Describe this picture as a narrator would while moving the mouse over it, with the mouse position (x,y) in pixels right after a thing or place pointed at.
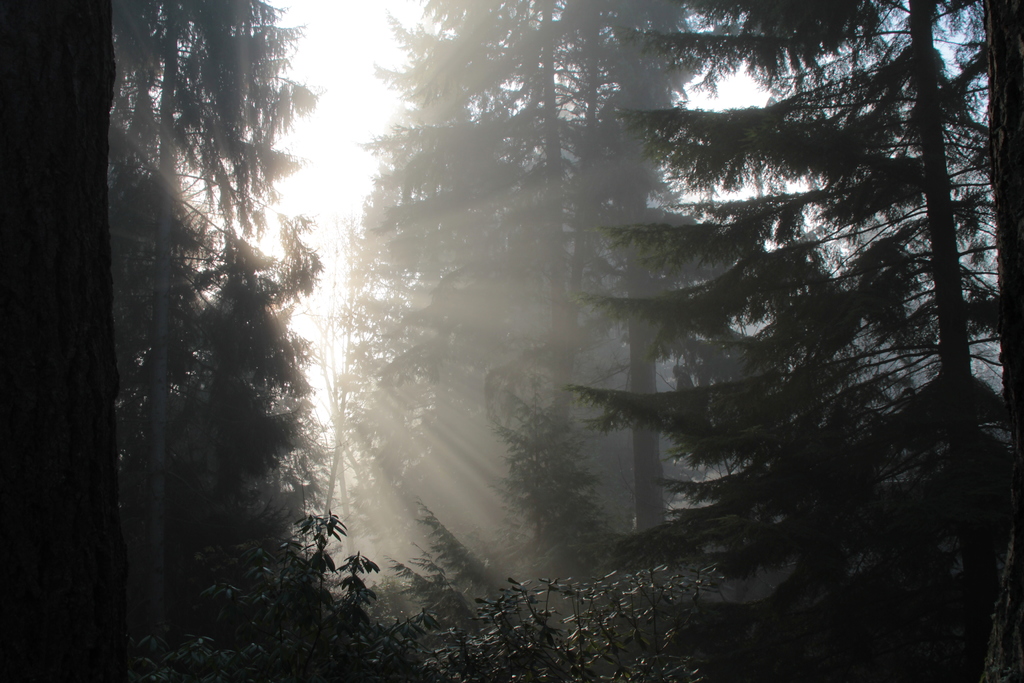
In this image we can see there are some trees (450,286) and in the background (354,188), we can see the sky (324,158).
